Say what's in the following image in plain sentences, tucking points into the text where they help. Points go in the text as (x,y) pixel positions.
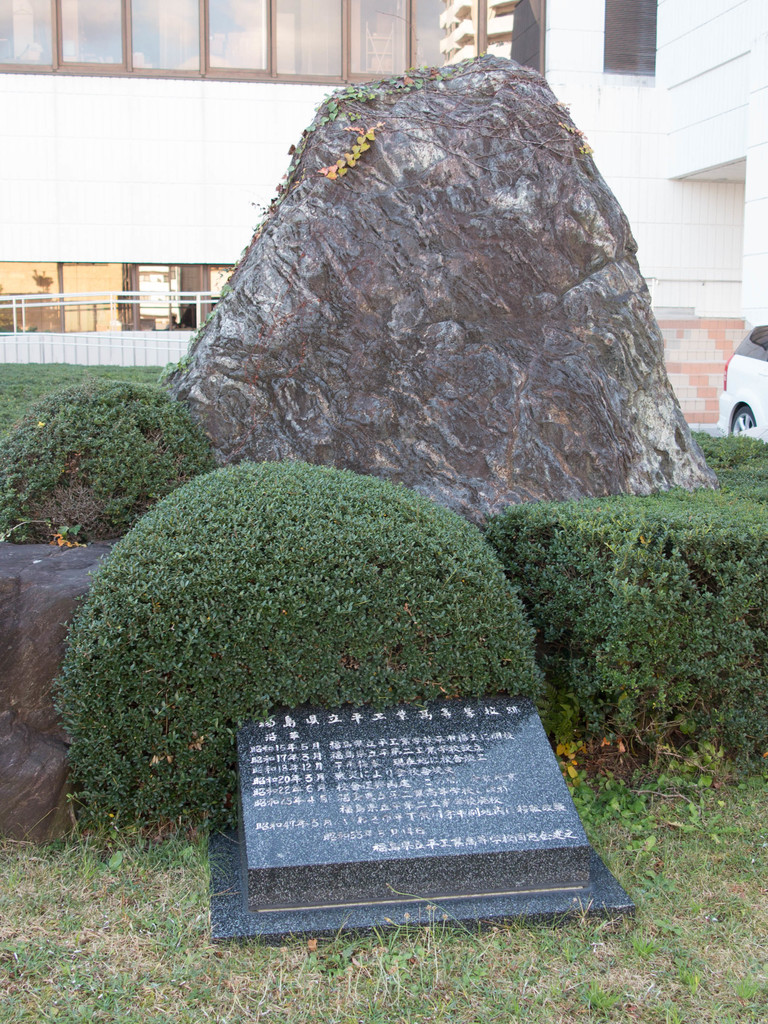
In this picture there is a rock (406,307) which has few plants (339,584) around it and there is a stone (353,804) which has something (372,800) written on it is in front of the rock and there is a building (213,54) in the background (218,65) and there is a white color vehicle (739,362) in the right corner (742,386).
